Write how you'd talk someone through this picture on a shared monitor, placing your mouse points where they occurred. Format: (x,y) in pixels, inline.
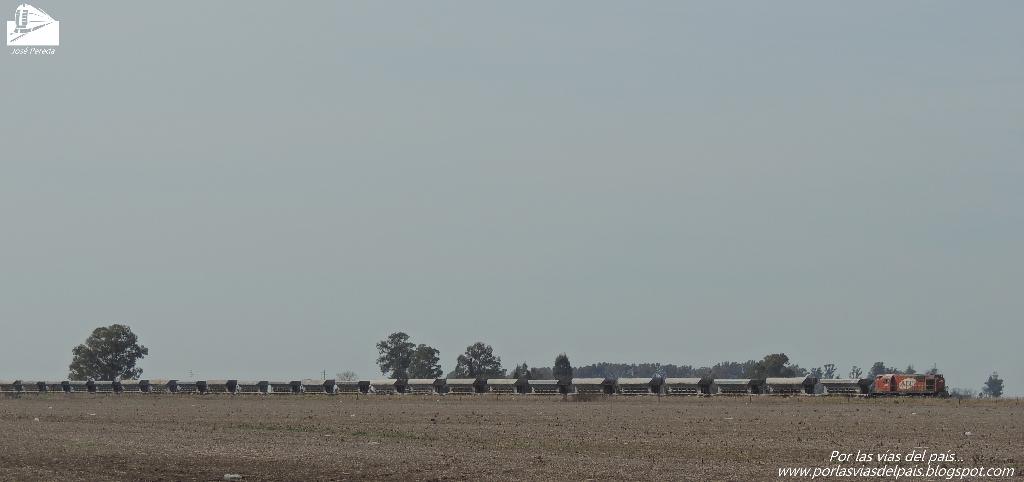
In this image, we can see a train (491,379) and some trees (738,374). At the bottom (425,445), there is ground (366,448).
